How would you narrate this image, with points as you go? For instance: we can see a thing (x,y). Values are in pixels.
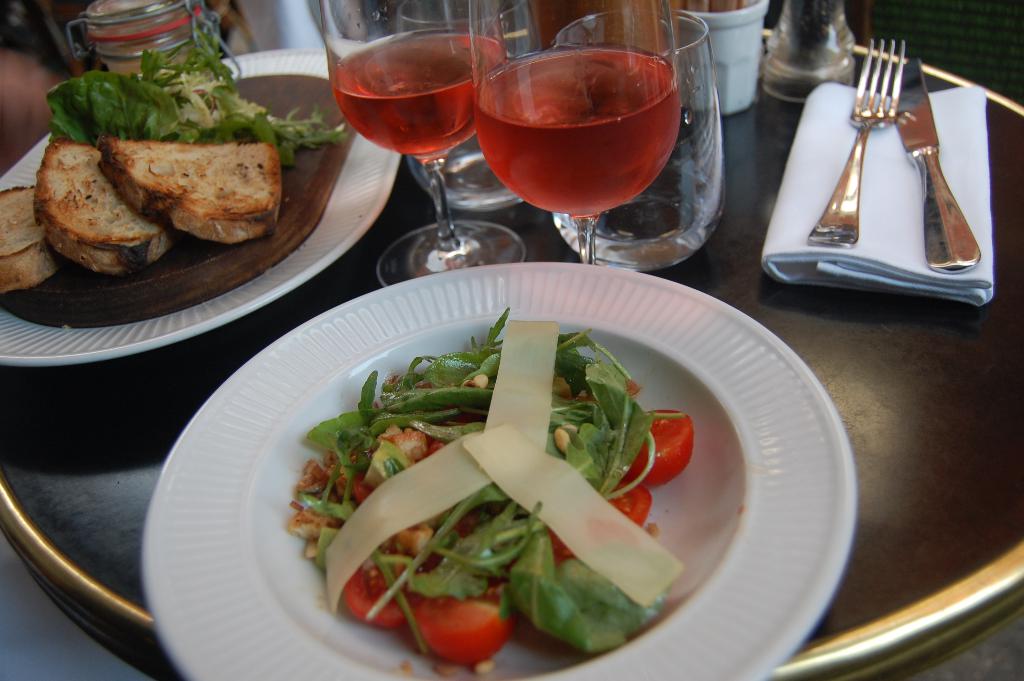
In this image we can see some food (445,520) in the plates (322,344). We can also see some glasses (603,204), a fork (831,220), a knife (952,234) and a cloth (952,280) placed on the table (878,308).
